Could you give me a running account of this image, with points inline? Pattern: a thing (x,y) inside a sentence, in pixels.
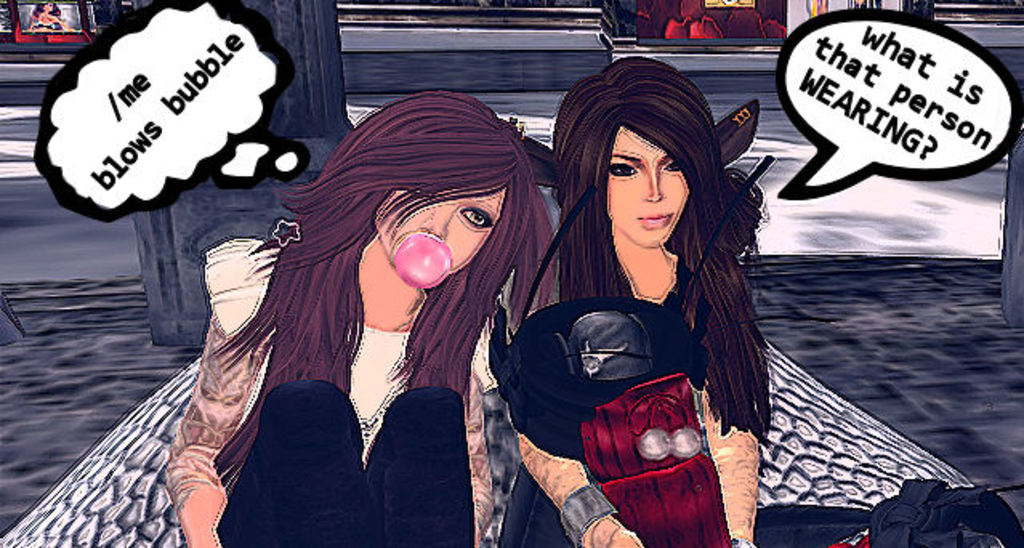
In this image I can see two cartoon persons (417,342). I can also see a frame (70,9) attached to the wall (105,22) and the person (599,442) at right (703,86) wearing black dress (555,414) and the person (366,389) at left (205,409) wearing cream color dress (379,389).
